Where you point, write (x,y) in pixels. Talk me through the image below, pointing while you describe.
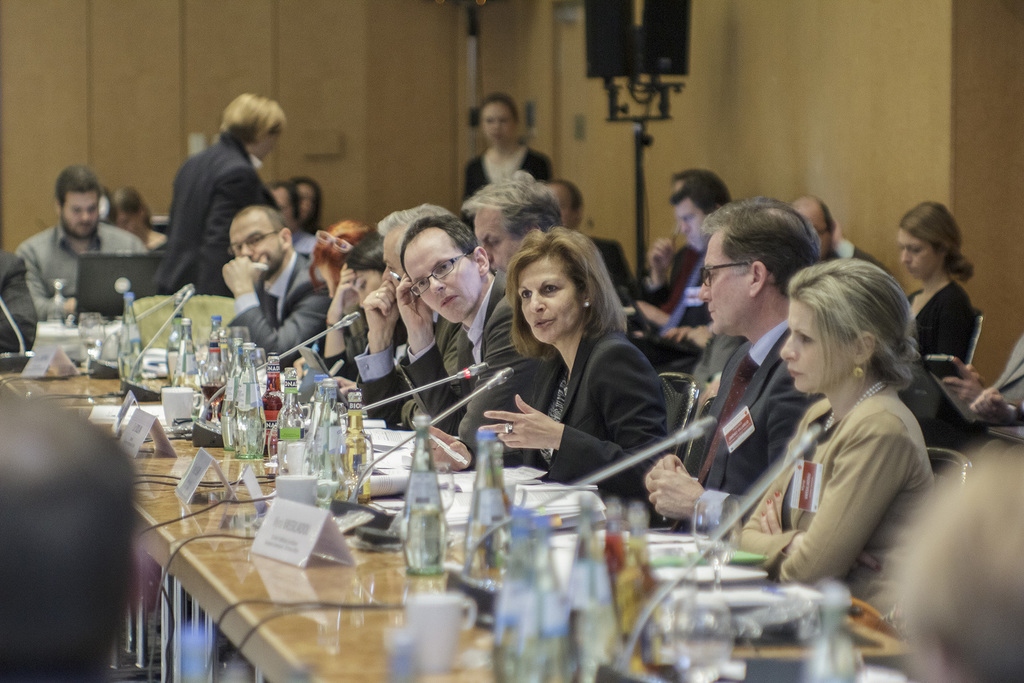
In the image we can see group of persons (770,348) were sitting around the table (344,589). On table (325,583), we can see bottles (422,563), papers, book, mug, wire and microphone (395,538). In the background (658,148) there is a wood wall (812,149) and two persons (181,189) were standing.
